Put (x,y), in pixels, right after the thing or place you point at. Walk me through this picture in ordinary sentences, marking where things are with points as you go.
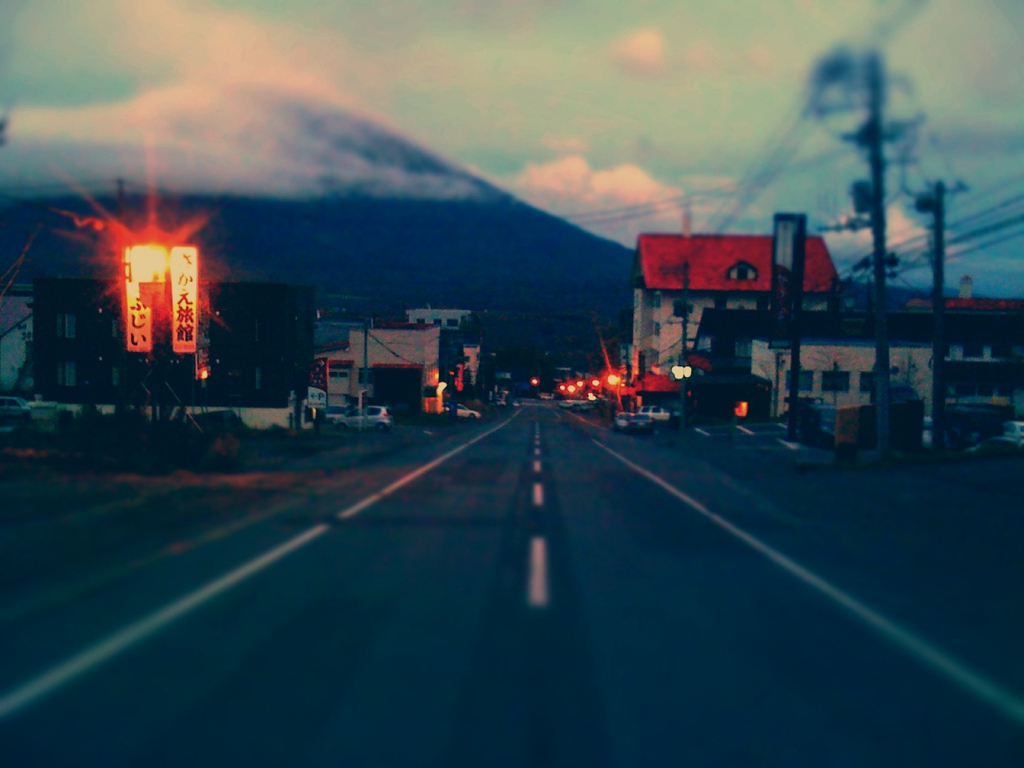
In the foreground of this image (543,497), there is a road (510,408). On either side, there are buildings (352,354), poles (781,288), few boards (791,273) and vehicles (802,424). In the background (416,216), there is a mountain (357,127) and the sky (592,4).
